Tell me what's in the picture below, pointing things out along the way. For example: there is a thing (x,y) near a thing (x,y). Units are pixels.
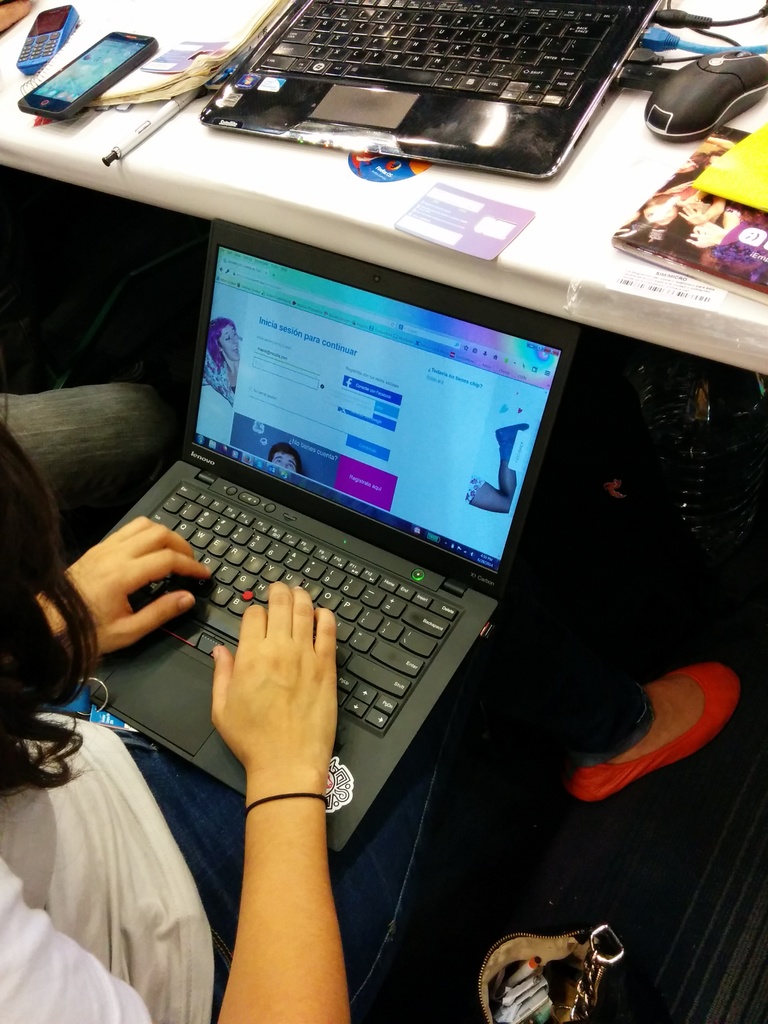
At the top of the image (371,111) we can see laptop keyboard (488,77), table (177,118), pen (182,103), papers (175,95), cellular phones (93,52), cables (686,50), mouse (696,83) and book (696,202). At the bottom of the image (138,937) we can see a woman (81,791) holding a laptop (392,608) on her lap (443,760) and a bag (596,937) beside her.
